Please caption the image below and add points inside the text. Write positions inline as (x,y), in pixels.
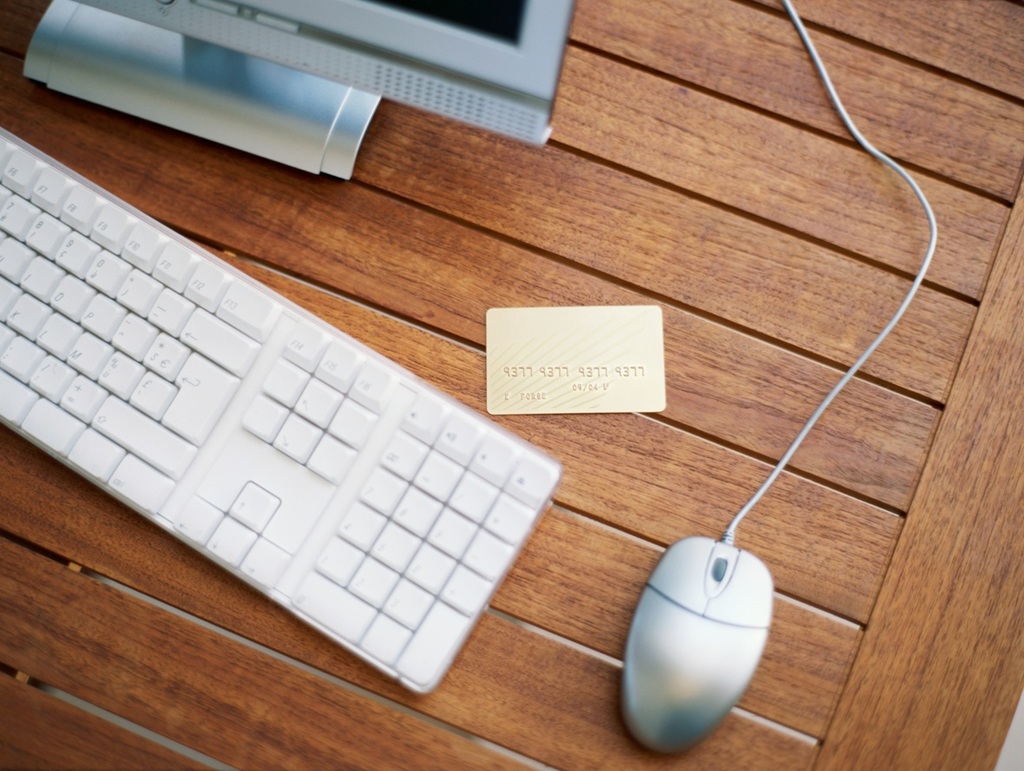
In this image I can see the system (358,68), keyboard (262,396), mouse (683,598) and card (596,382) on the brown color surface (362,709).
